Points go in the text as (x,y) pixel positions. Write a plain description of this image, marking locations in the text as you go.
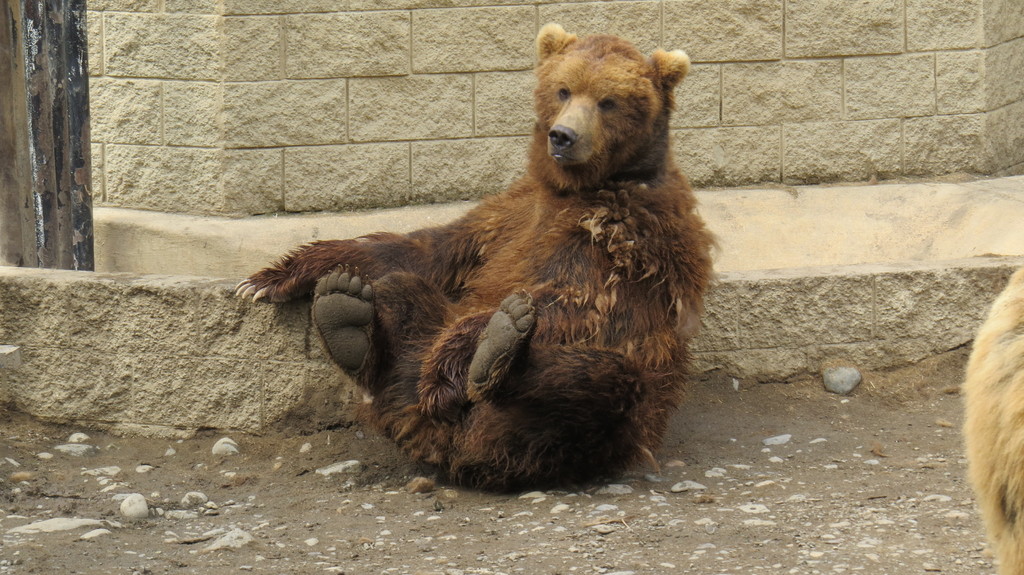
In this image there is a bear (675,240) sitting on the ground (31,503). At the bottom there are stones (721,476). In the background (312,89) there is a wall (254,63). On the right side (1005,422) there is another bear (989,425).
